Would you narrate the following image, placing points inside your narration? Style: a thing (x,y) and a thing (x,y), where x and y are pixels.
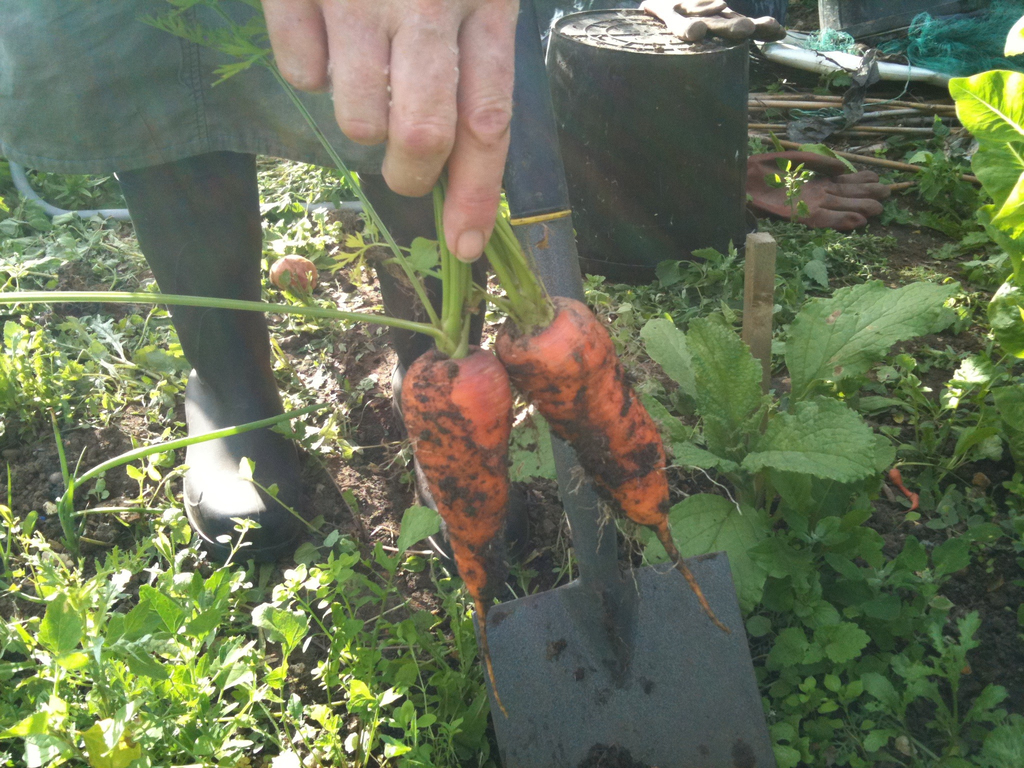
This image consists of a person (368,184) holding the carrots (624,510). At the bottom (32,653), there are many plants (58,699). On the right (685,89), we can see a small barrel (598,83) and wooden sticks (928,104) along with the gloves (839,229).
